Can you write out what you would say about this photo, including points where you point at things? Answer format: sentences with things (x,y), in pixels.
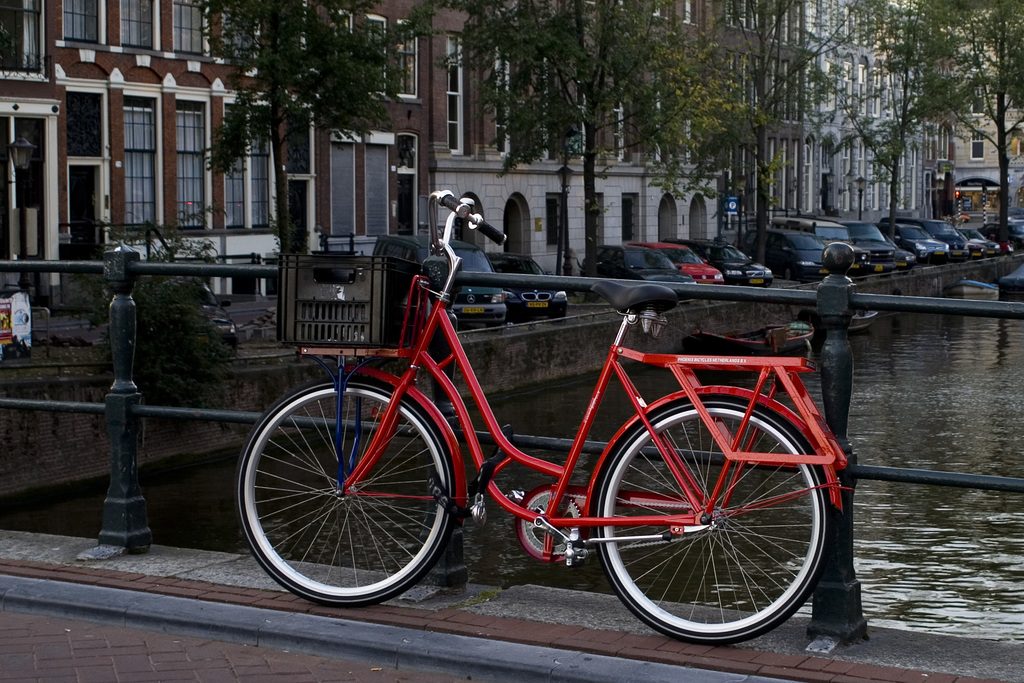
In the background (860,53) we can see the buildings (417,189). In this picture we can see the windows (202,189), poles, board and few objects (74,338). We can see the cars (648,253), railing (959,476), bicycle (512,455), boats (1010,275) and the water (955,464).
